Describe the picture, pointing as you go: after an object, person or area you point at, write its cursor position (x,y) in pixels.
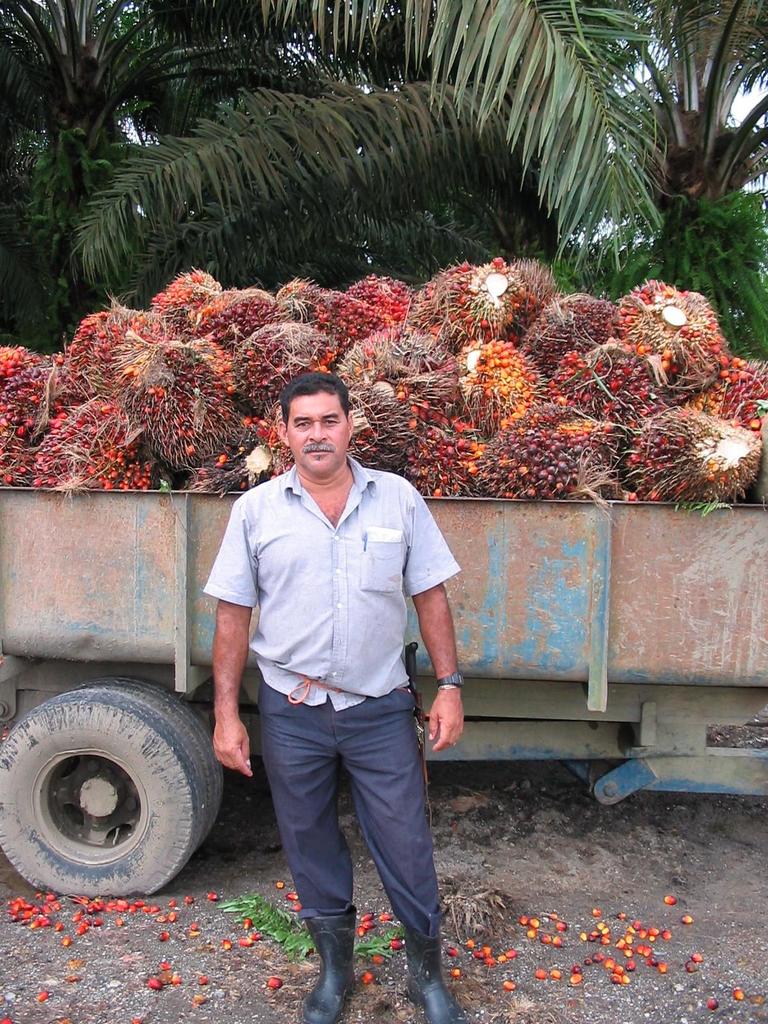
In this image I can see the person (277,744) is standing. Back I can see few trees (375,199) and few fruits (585,415) in the vehicle (677,599). Fruits (508,423) are in yellow, red and orange color.
